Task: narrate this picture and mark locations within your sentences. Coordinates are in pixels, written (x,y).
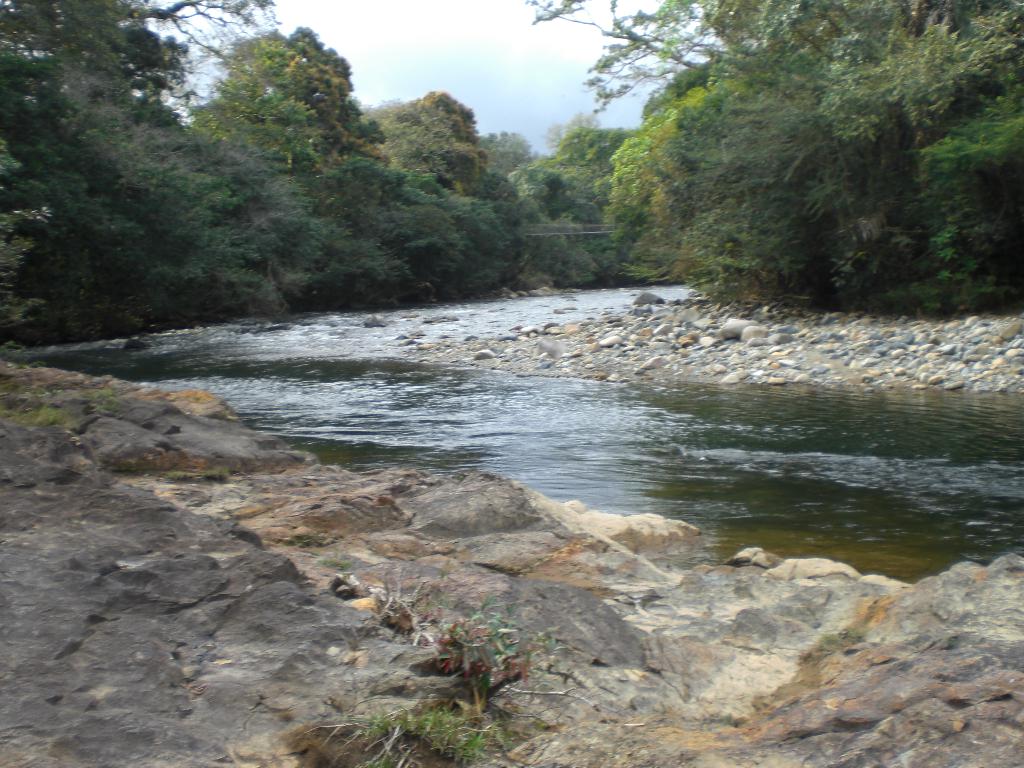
In this image we can see many trees (599,186). There are many stones (862,340) and a rock (140,514) in the image. We can see the water (339,447) in the image. We can see the sky (502,112) in the image.
